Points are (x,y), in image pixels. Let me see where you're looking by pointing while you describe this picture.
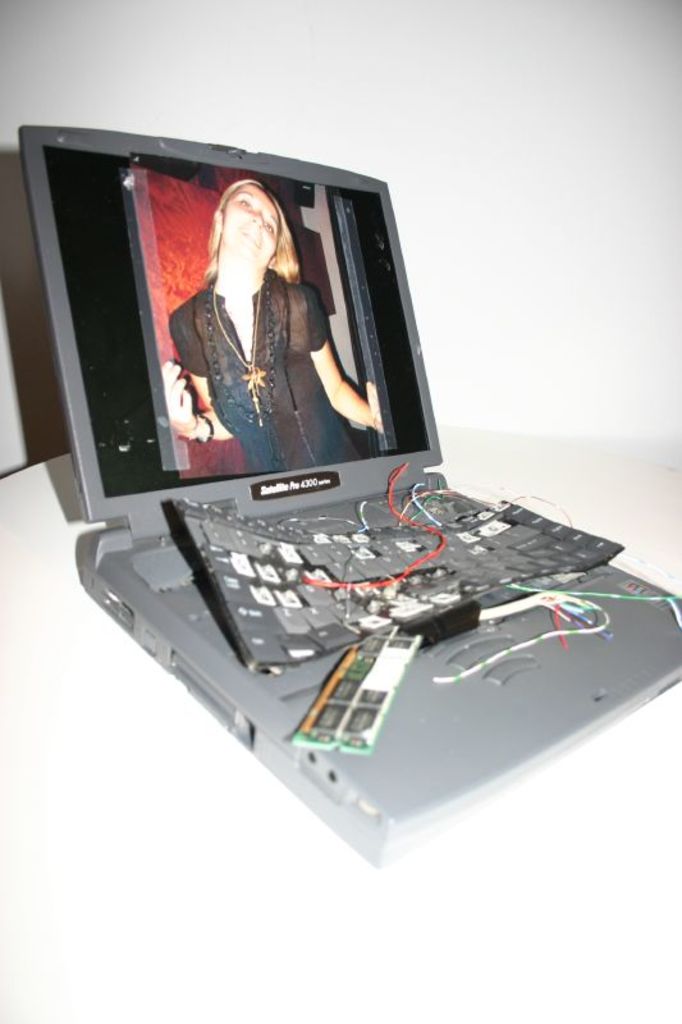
This image consists of a laptop (345,591). It is broken. There is a woman picture (199,317), on the screen (130,381).
